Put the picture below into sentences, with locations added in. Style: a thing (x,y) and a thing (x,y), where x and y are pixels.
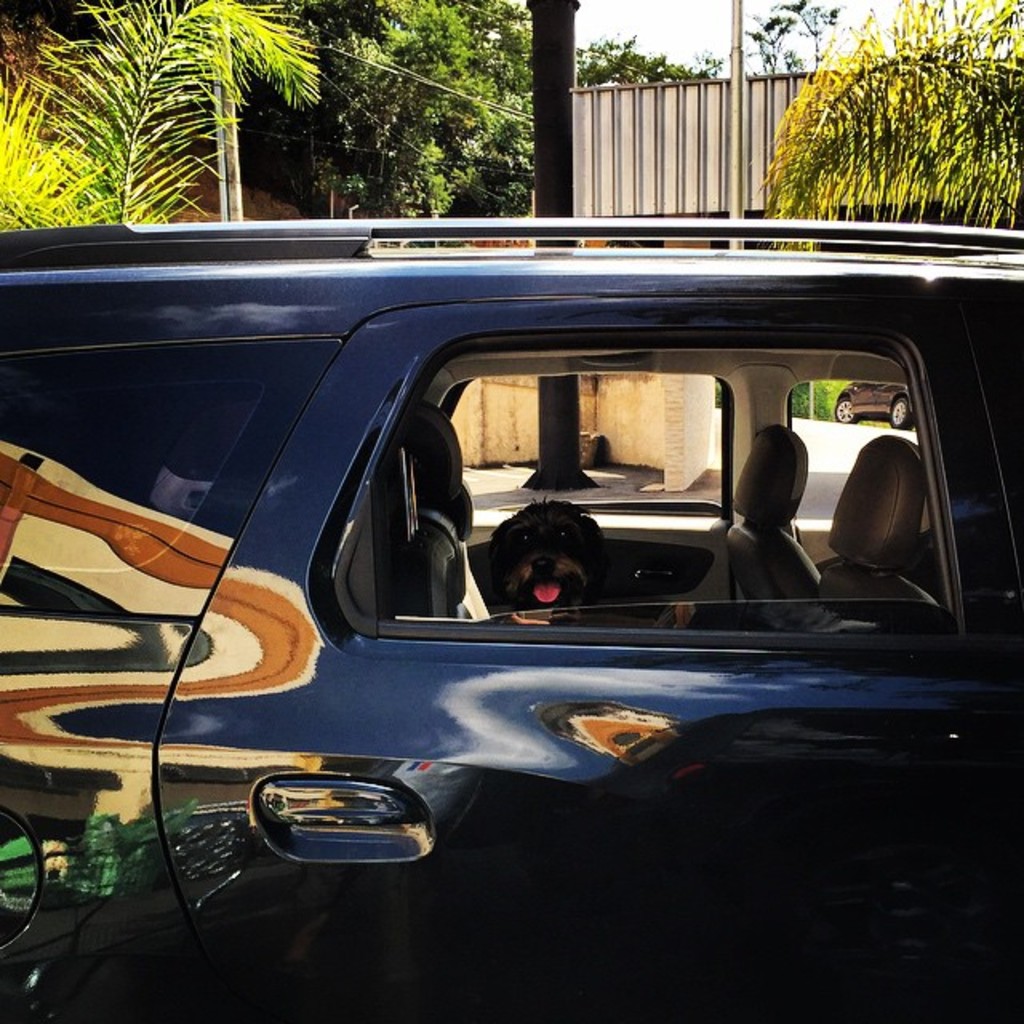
There is a blue car (511,645). Inside the blue car (612,577) there is a dog (546,551). In the background (120,202) there are trees (343,145), pillar (549,126) and a wall (671,167).
